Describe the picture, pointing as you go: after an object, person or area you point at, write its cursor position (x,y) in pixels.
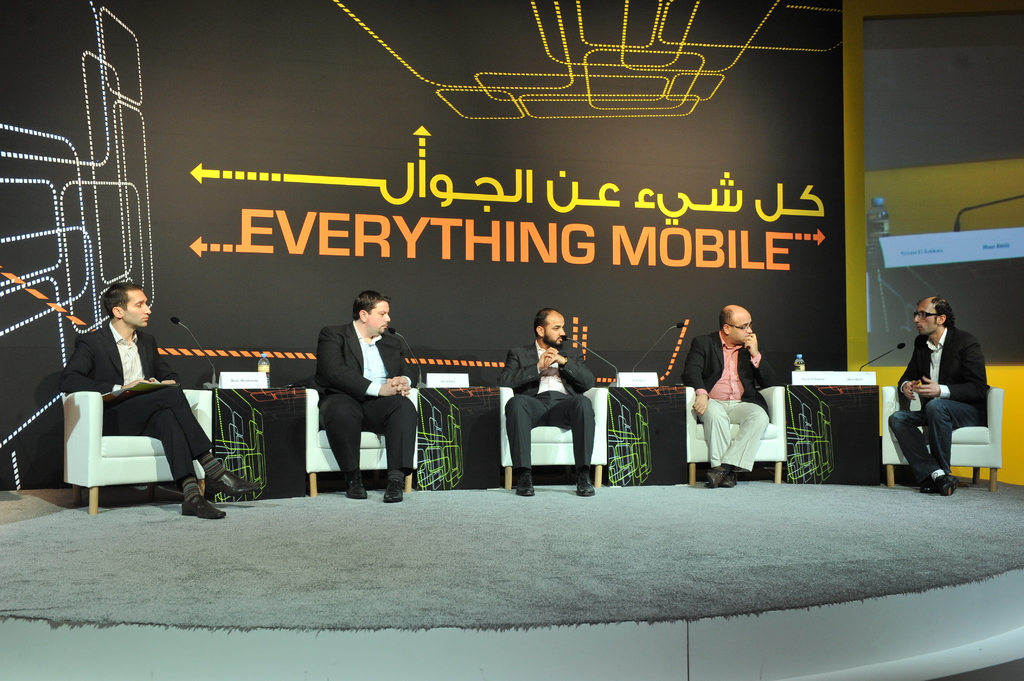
In this image we can see five persons (566,366) with suits (702,366) sitting on the chairs (327,441) in front of mike (194,340), name board (223,380) and a bottle (262,371) on the table (252,399). In the background (506,183) we can see a text (598,192) on the black wall (625,215). At the bottom (549,559) there is floor (748,548).
